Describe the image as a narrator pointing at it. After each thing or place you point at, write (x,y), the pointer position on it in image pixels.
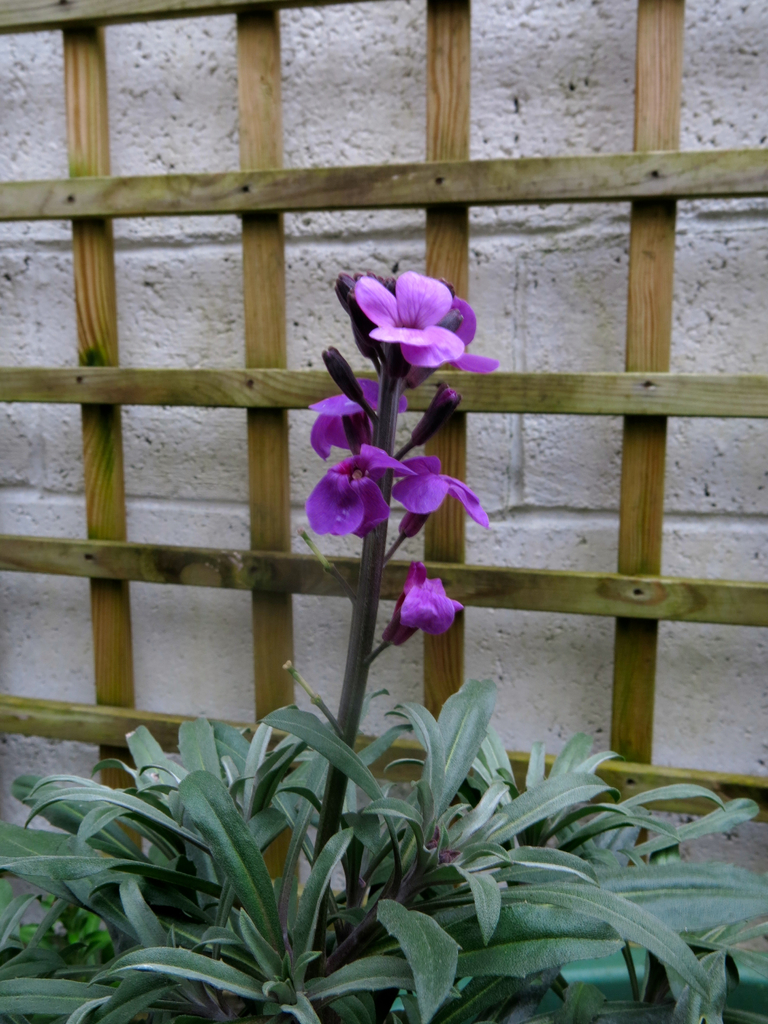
In this image in the front (311,768) there are plants (595,906) and there is a flower (374,488). In the background (168,181) there is a wooden stand (282,317) and there is a wall (728,273).
